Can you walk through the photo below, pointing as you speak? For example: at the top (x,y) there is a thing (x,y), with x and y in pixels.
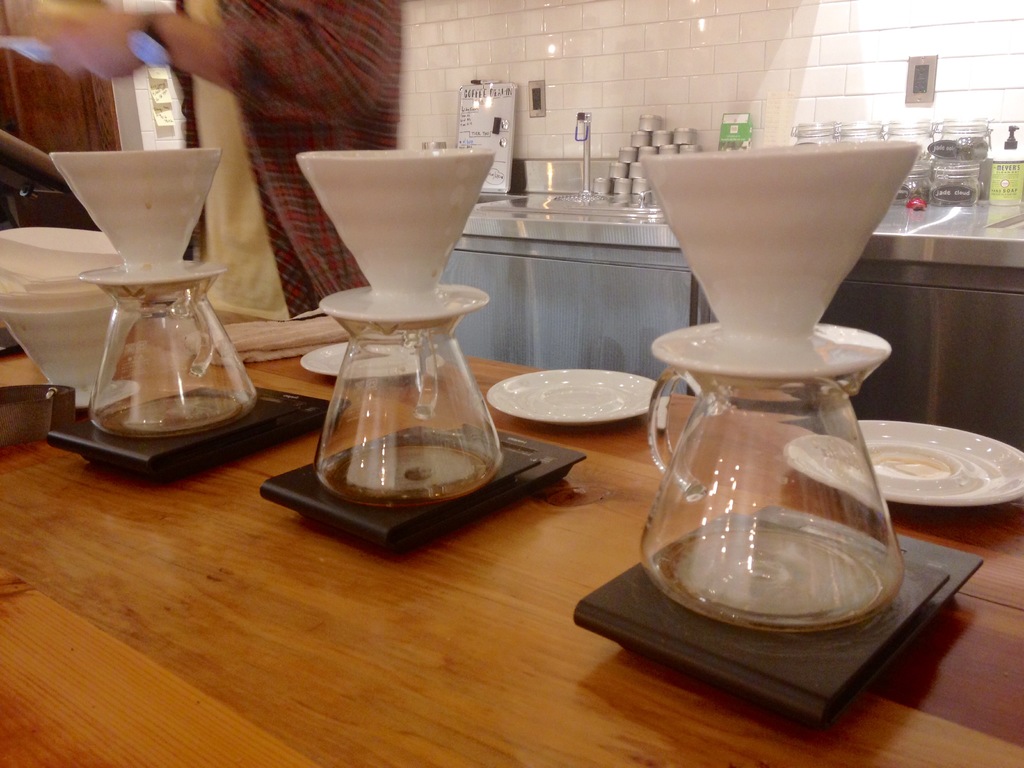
On this wooden table (483,628) we can see there are plates (811,444), cups (794,299), jars (699,471) and things (273,399). Beside this table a person (241,295) is standing. Background (972,258) there is a platform (959,260), tile wall (680,1) and sticky notes (158,94). On that platform (540,213) there is a white board (474,110) and things (926,166).
